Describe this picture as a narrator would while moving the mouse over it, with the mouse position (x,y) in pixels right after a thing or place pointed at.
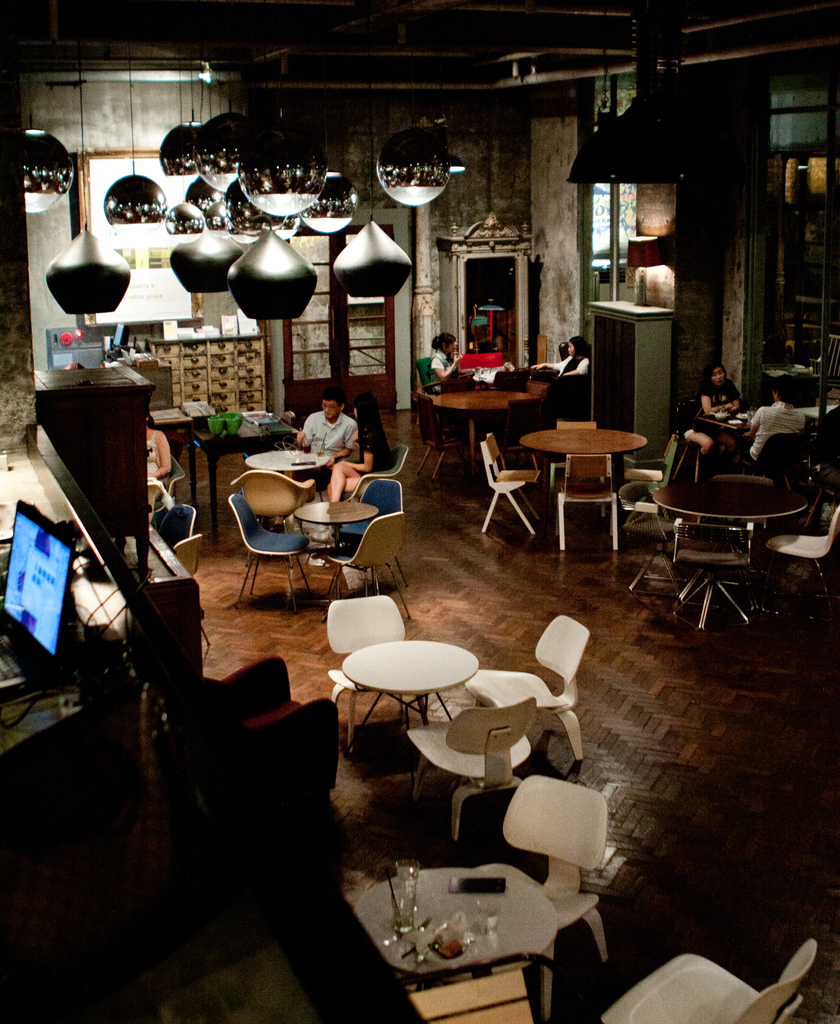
In this picture there is a glass (406,895), fork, spoon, phone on the table (508,888). There are chairs (584,464). There is a man (341,448) and a woman (354,466) sitting on a chair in the middle (367,423). There is a woman (736,395) and a man (761,414) sitting to the right (780,417). Two women (440,360) sitting to the right (579,364). A green box (219,424) is visible on the table (231,447). There is a laptop (34,598) to the left.
